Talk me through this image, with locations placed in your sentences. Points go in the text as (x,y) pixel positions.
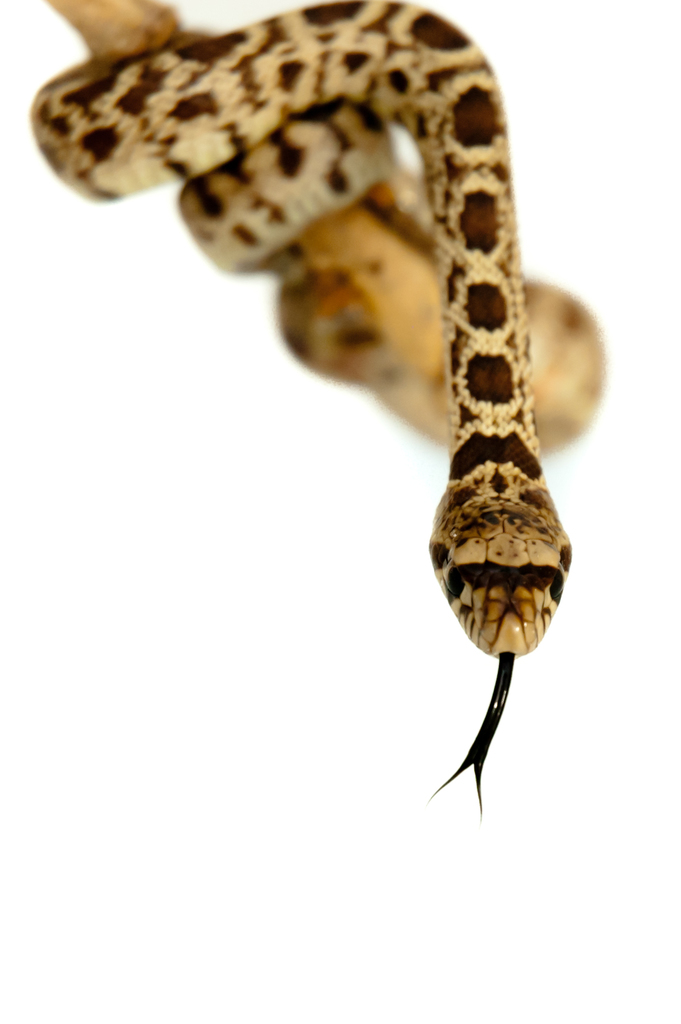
In this image I can a snake (432,138) on a stick (395,287). This snake (452,315) is in white color and I can see some brown color marks (460,123) on that. the background is in white color.
